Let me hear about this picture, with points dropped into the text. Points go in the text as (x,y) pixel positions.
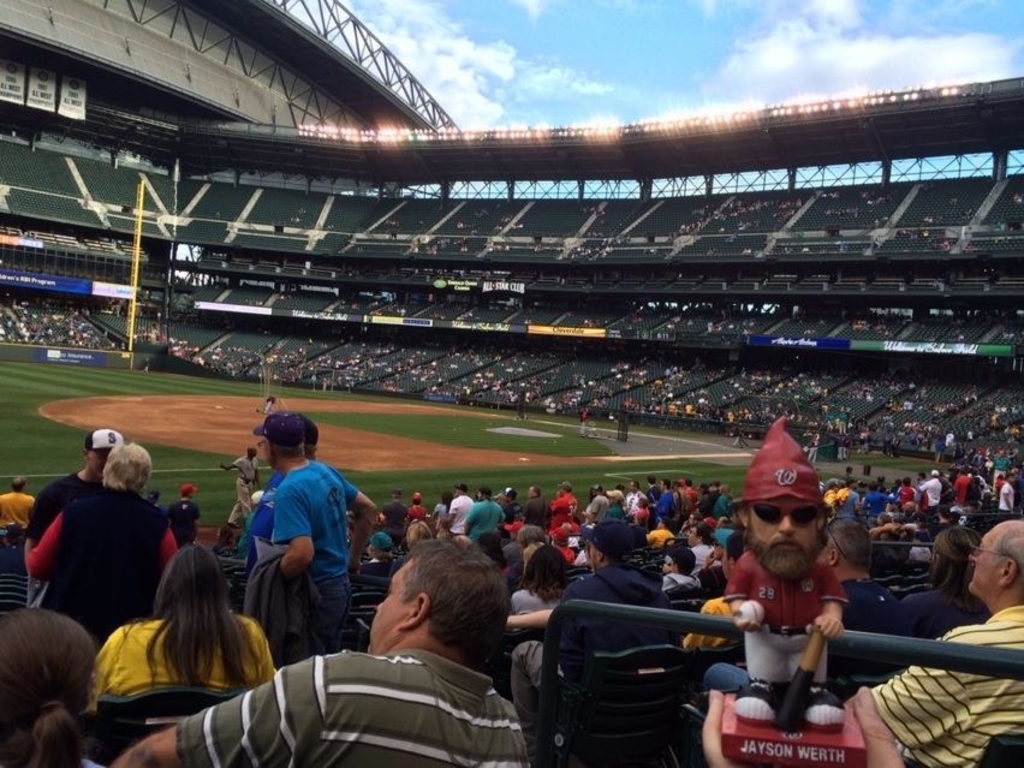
In this image I can see the group of people (498,568) sitting in the stadium (352,592) and few people (194,522) are standing. These people (286,531) are wearing the different color dresses (690,593). To the right (765,607) I can see the toy (753,618). In the background (214,413) I can see the ground (402,434) and many boards (305,318). I can also see many lights (392,125), clouds (457,76) and the sky (476,39).
